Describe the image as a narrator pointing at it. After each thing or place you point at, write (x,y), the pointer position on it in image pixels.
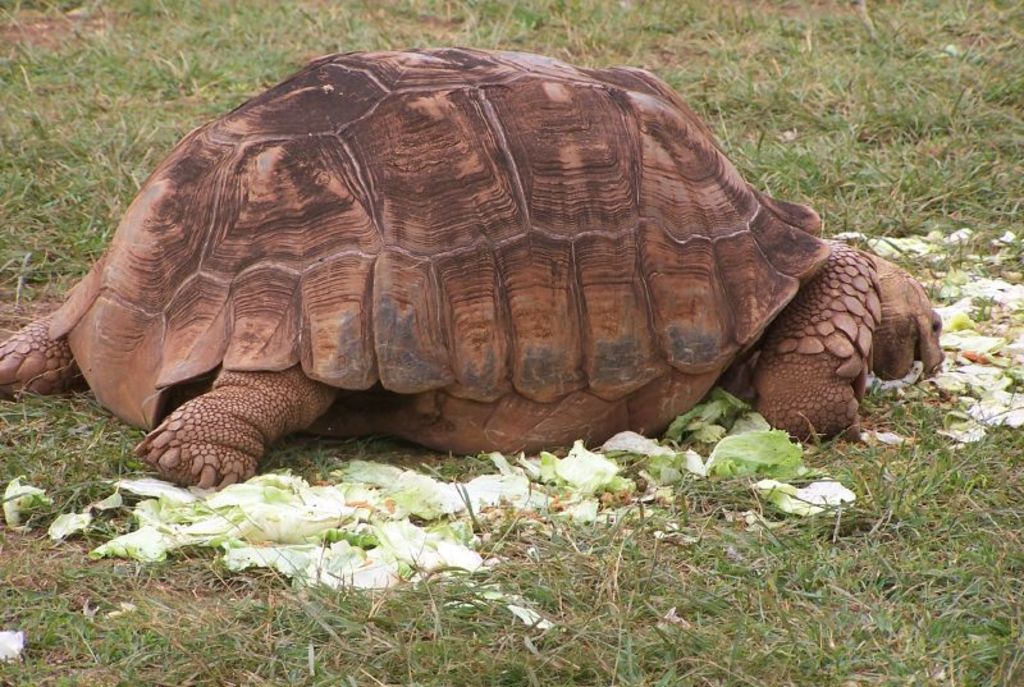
In this image there is a tortoise (517,185) on the ground (800,132). There is grass (478,15) on the ground (337,41). Beside the tortoise (617,207) there is cabbage (944,323).
